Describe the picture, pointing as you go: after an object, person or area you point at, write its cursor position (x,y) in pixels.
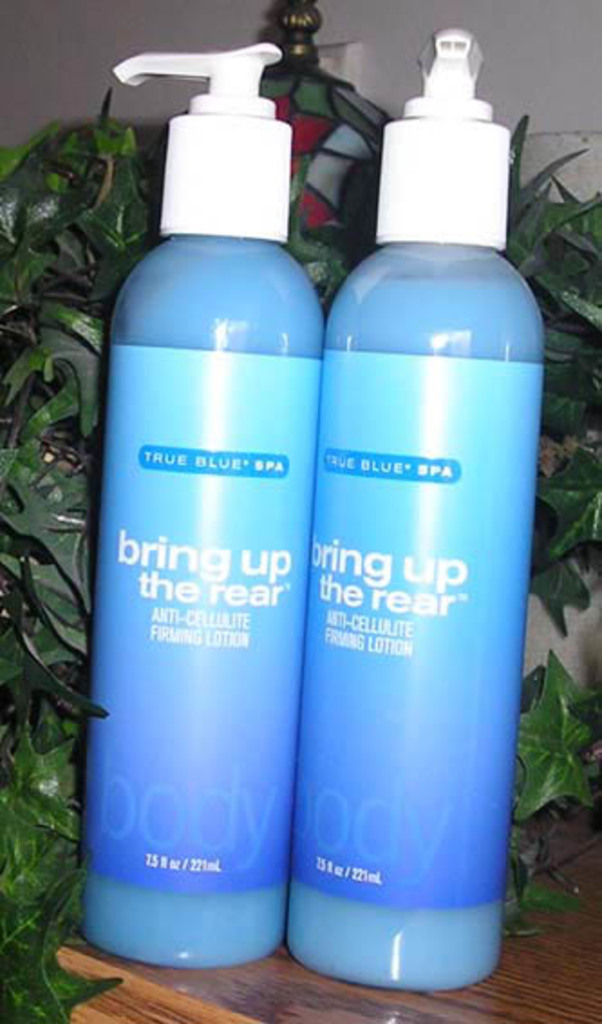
In the foreground of the picture (278,344) there are blue color bottles (314,406) on a wooden object (185,975). In the middle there is greenery (91,284) might be plants (115,127). At the top (138,36) it is wall (405,10).
